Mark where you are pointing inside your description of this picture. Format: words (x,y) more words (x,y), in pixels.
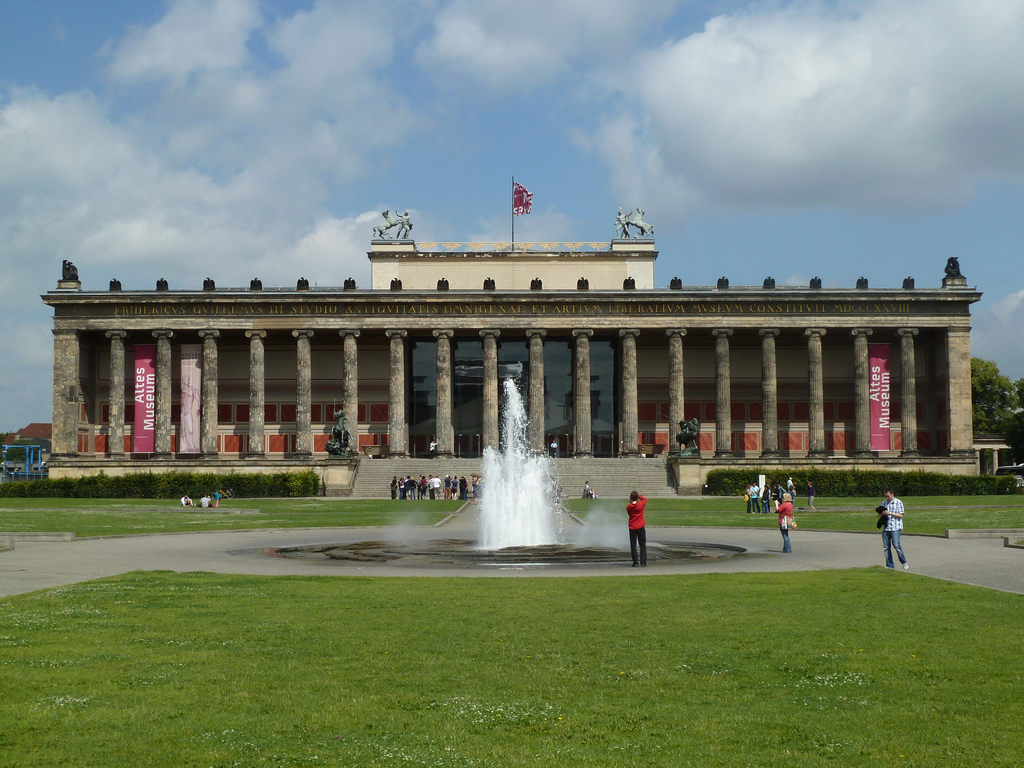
In the image we can see museum (529,341), pillars (304,393), banner (137,401), statues (633,224), flag (524,211), plant (933,473), stairs (603,460), grass (504,600), trees (992,396), water fountain (528,470) and a cloudy sky (408,105). We can even see there are people (767,511), walking, standing and some of them are sitting, they are wearing clothes (896,514).
